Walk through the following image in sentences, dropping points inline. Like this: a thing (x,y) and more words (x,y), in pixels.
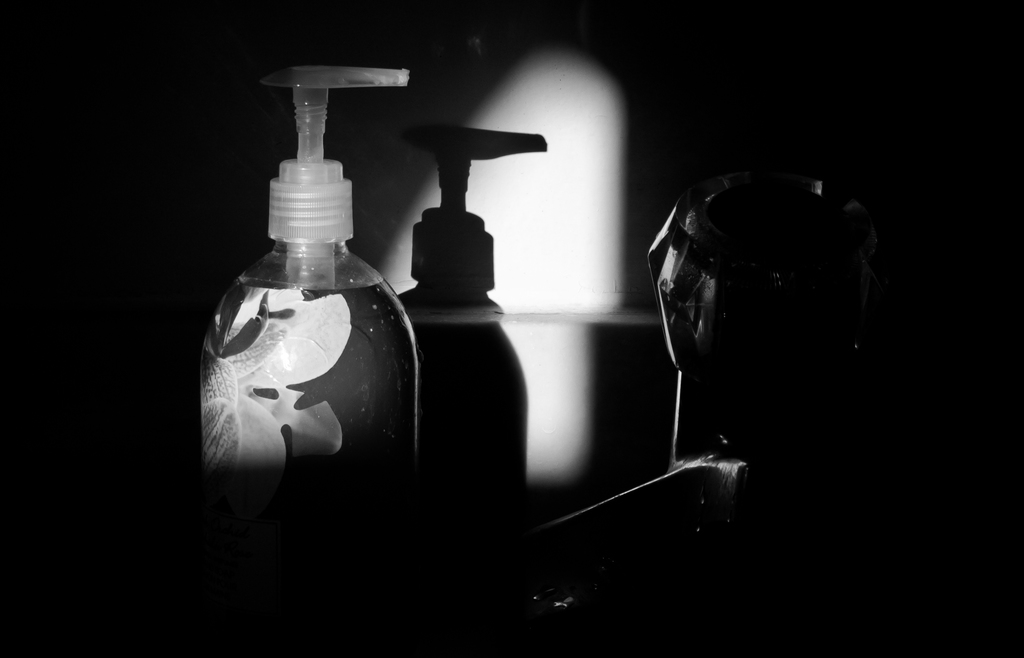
This is a dark image. Here we can see a bottle (270,634) and an object (753,303). On the wall (590,358) we can see the shadow (451,359) of a bottle (291,653).
